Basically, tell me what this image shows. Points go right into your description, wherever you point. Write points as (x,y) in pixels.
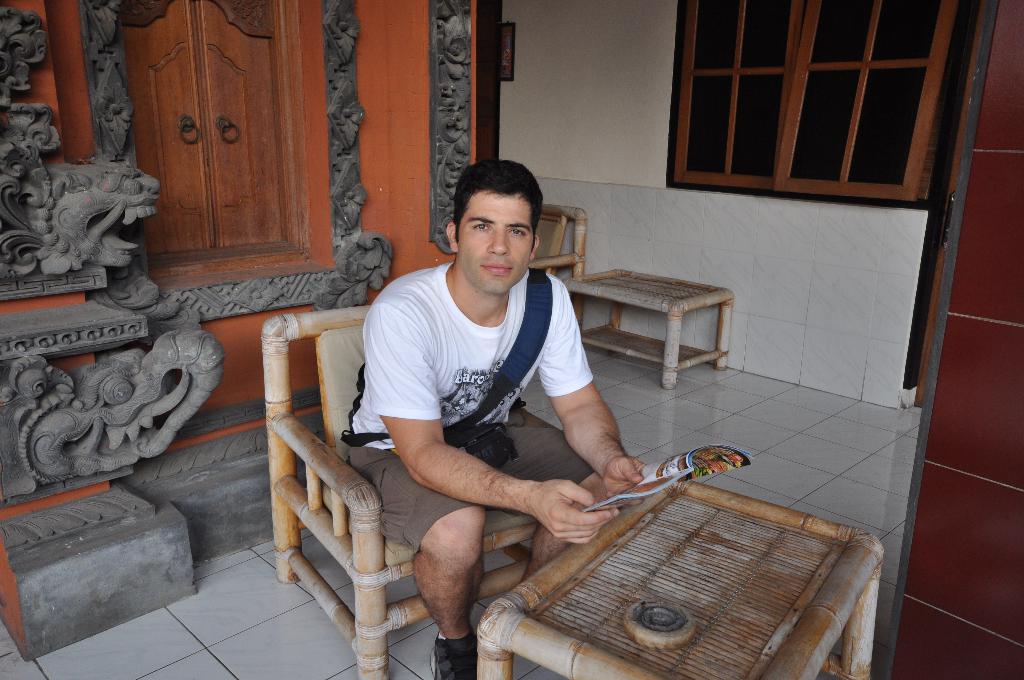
In this picture there is a man (416,428) who is sitting on the chair (342,385), by holding a book (650,468) in his hands (632,465) and there is a table (665,522) at the bottom side of the image (638,512), there is a window (715,29) at the top side of the right.
